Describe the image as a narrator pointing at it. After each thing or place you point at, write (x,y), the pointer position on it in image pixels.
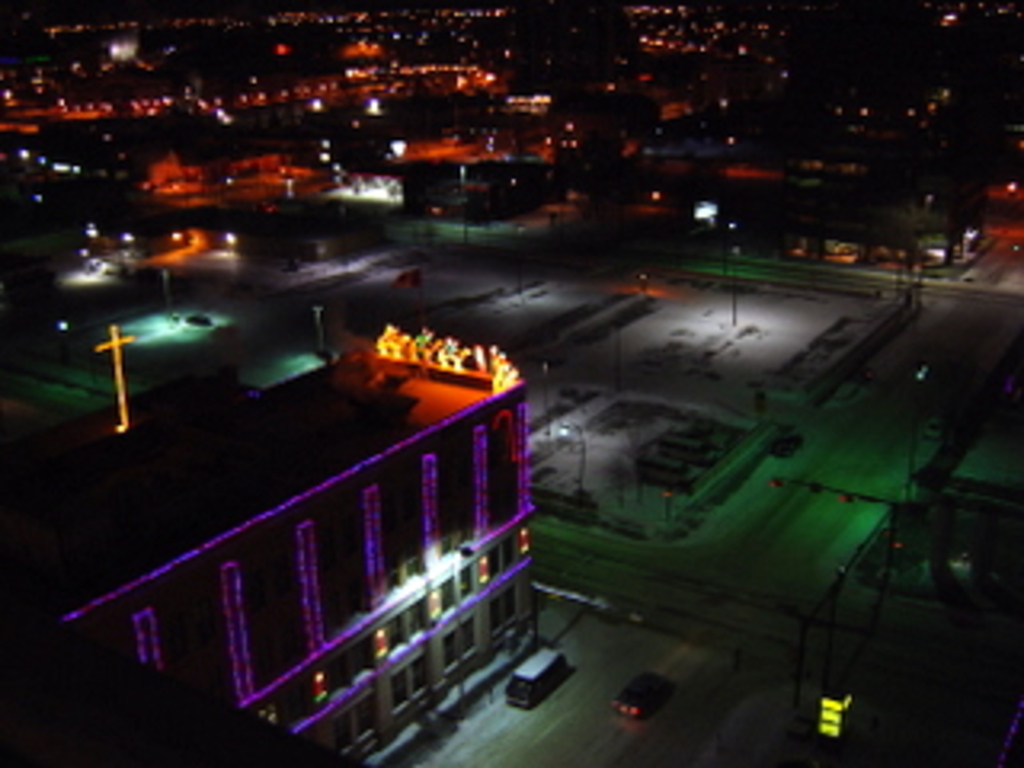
In the center of the image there is a road (760,517) and we can see cars (651,694) on the road (678,706). On the left (266,451) there are buildings (332,464). In the background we can see lights (169,190) and poles (735,247).
